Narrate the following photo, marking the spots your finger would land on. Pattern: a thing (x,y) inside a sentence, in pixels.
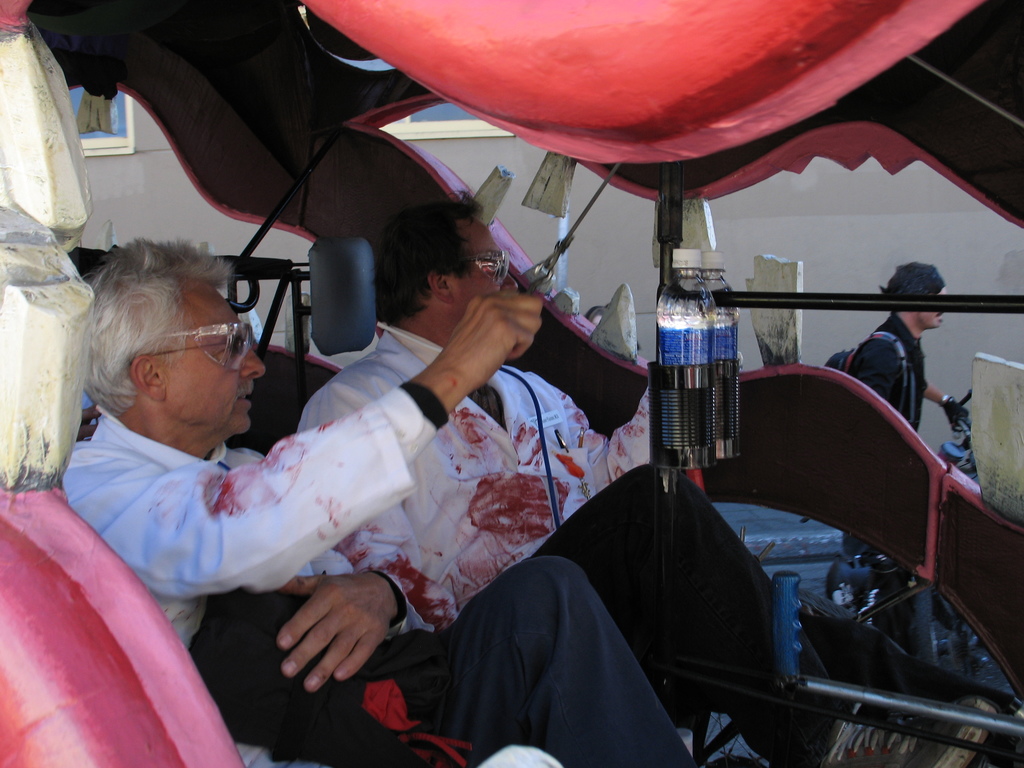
In this image there are two persons (614,466) in the vehicle (805,691), there are bottles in the holder (737,371), poles (853,295), a person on the road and the wall (851,321).
